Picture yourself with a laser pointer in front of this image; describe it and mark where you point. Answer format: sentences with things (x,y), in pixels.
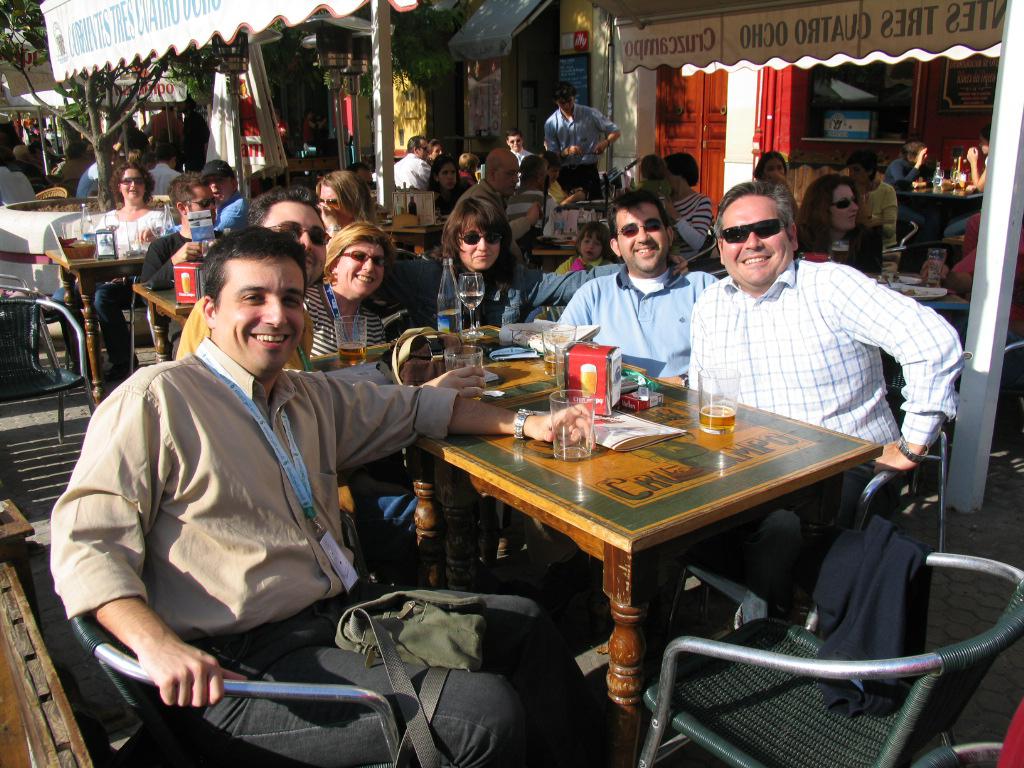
In this picture there are group of people (327,441) sitting and holding a beer glass (565,410) in their hands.
